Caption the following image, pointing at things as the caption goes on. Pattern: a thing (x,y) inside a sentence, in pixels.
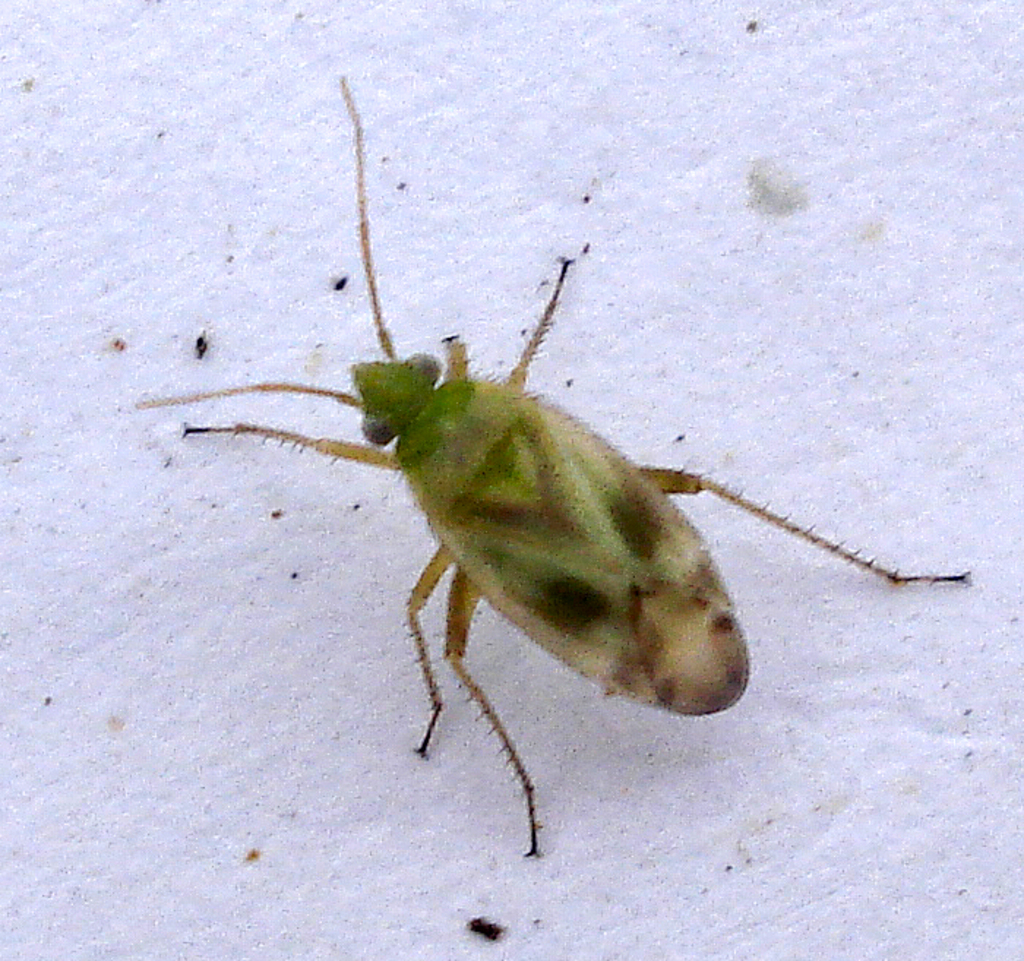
In this image I can see insect (465,426) which is in brown and green color, background (317,541) is in white color.
